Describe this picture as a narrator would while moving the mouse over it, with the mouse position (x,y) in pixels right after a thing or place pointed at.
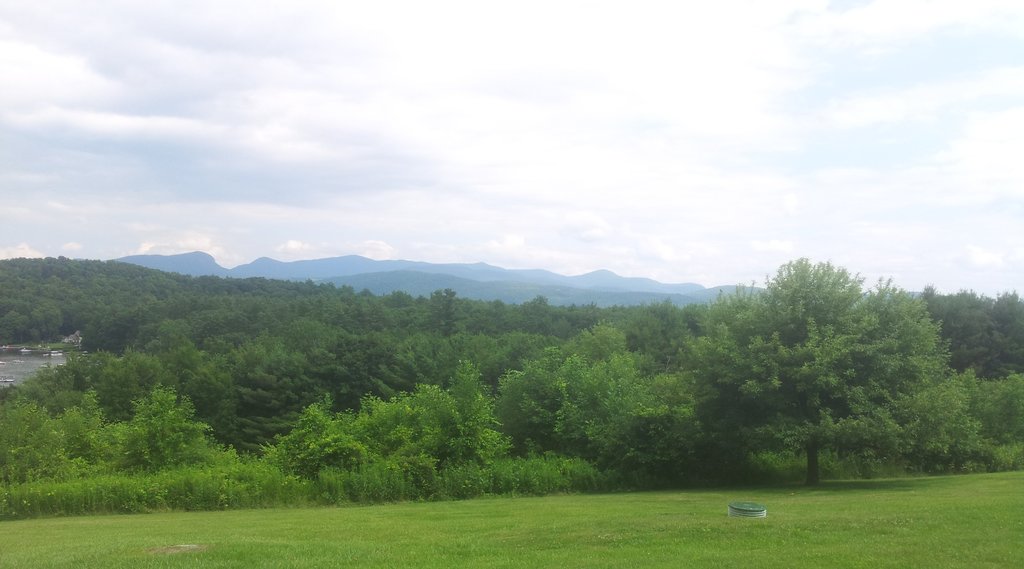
In this image we can see mountains (556,276), trees (555,340), plants (509,462), grass (613,525) and we can also see the sky (532,135).
